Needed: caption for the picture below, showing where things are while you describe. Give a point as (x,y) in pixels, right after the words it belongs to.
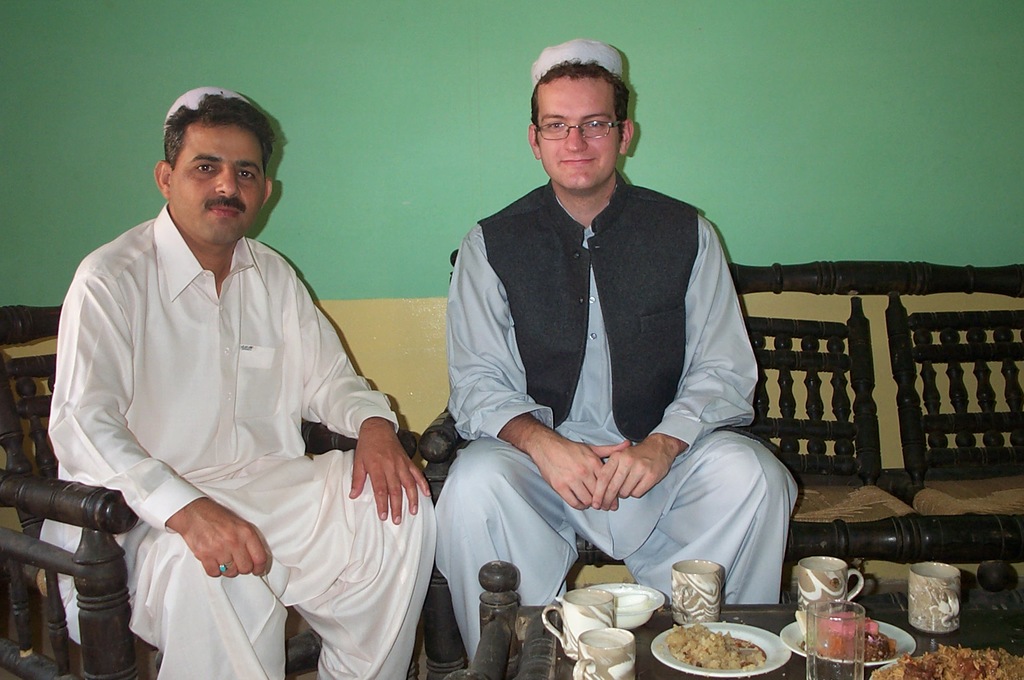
In this picture there are two men (500,274) sitting and we can see chair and sofa (811,465). We can see cups (675,584), plates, glass (847,676), food (929,679) and bowl (625,629) on the table (650,674). In the background of the image (398,210) we can see wall (391,225).
